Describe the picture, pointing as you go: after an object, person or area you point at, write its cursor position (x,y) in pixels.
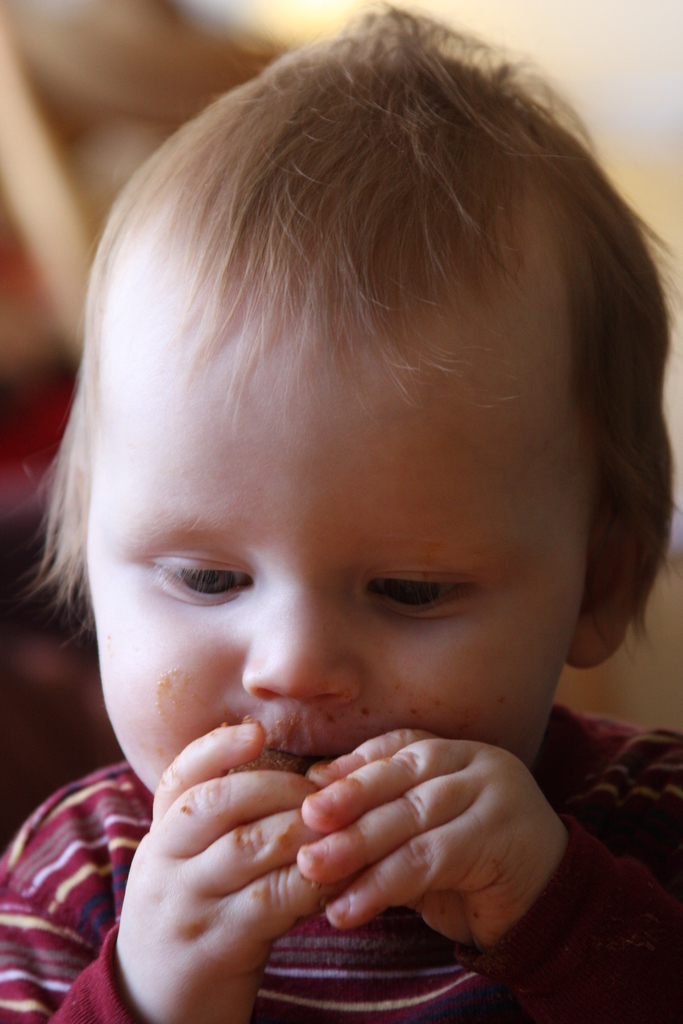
In this picture we can see a child (420,544) holding food (278,761) and in the background (148,45) it is blurry.
